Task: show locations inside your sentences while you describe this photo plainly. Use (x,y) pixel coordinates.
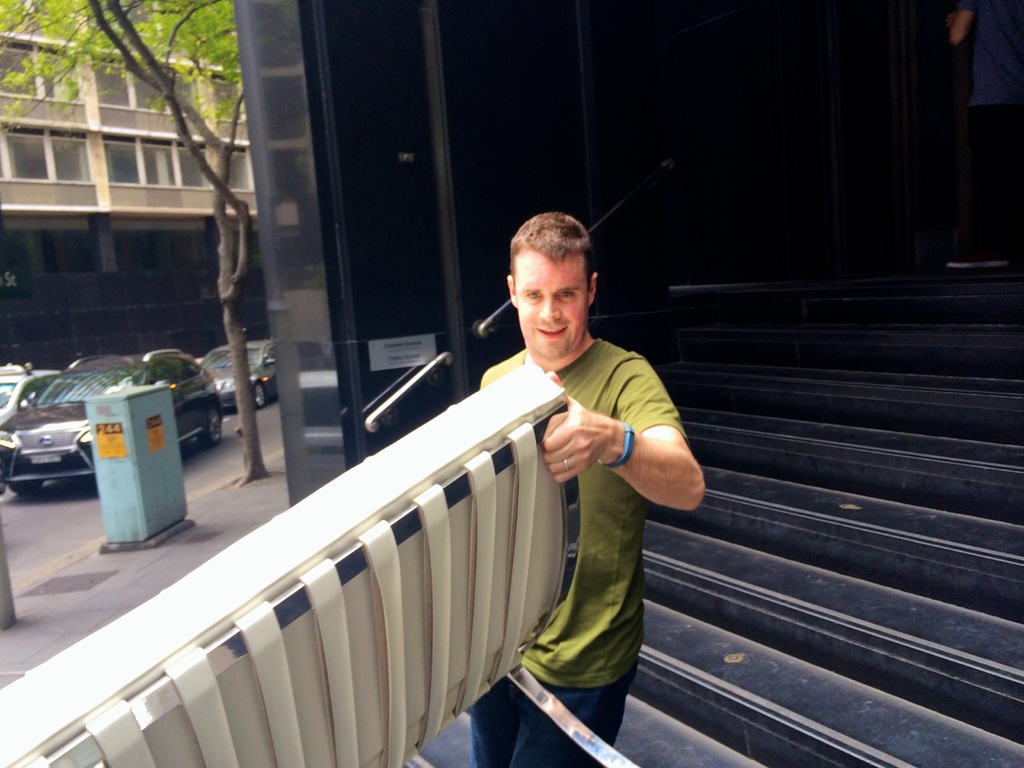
In this image, we can see a man (633,494) standing and holding an object (421,594). We can see the stairs (688,360) and a railing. There is a building (167,155) and a tree (246,241). We can see some cars (55,445) on the road (269,413).
